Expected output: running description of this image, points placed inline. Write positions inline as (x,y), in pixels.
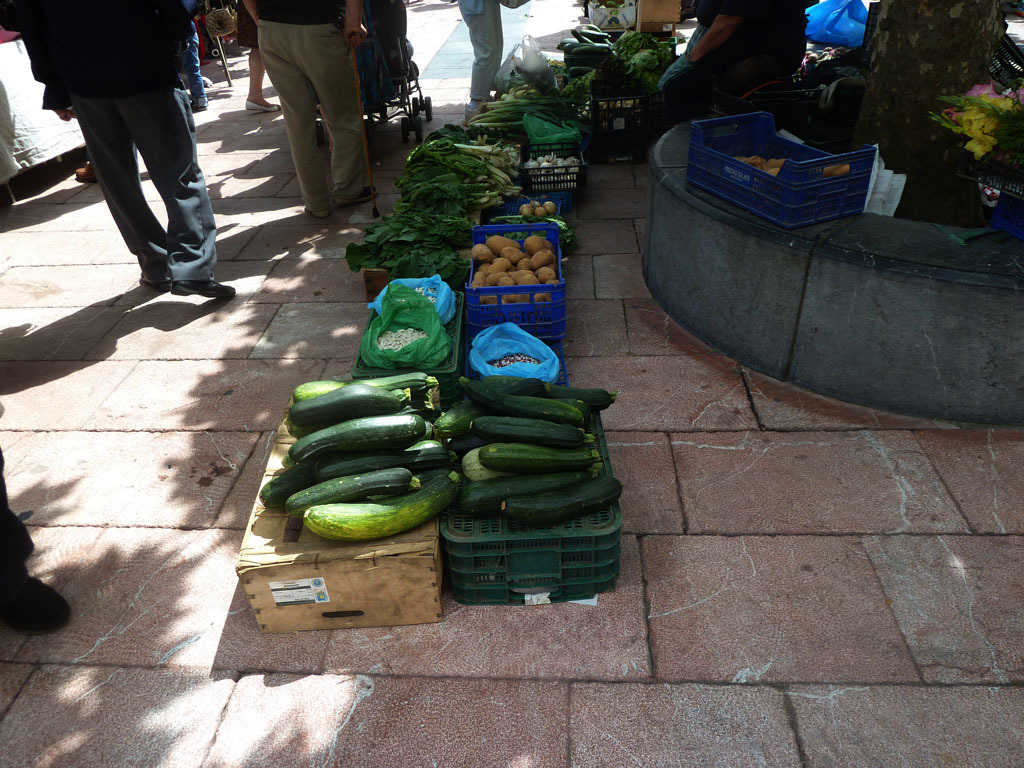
There are different types of vegetables (485,202) are present as we can see in the middle of this image (481,259). There are some persons (710,77) in the background (251,83). There is a stem (873,101) of a tree (884,115) at the top right corner of this image (896,126). There is a ground (193,577) at the bottom of this image (159,602) and there is one person's leg (16,578) on the left side of this image (54,595).
